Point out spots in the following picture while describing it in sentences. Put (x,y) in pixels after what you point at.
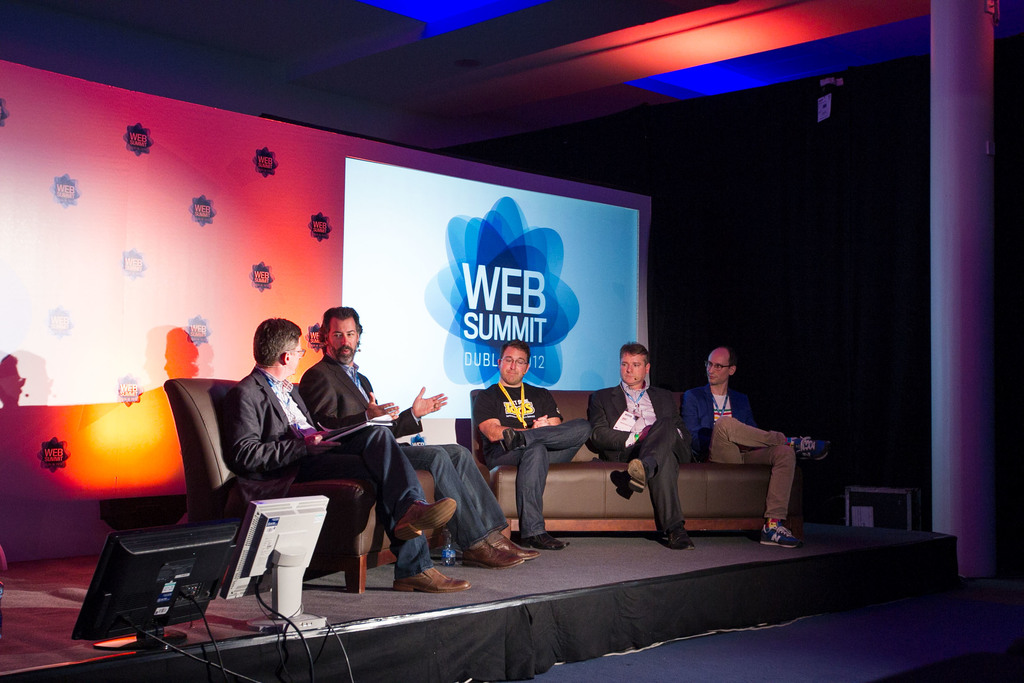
In this image I can see few people (465,456) sitting on the couch (591,461). In front (260,535) I can see two systems (255,561) on the stage (483,571). Back I can see colorful screen (381,223).
